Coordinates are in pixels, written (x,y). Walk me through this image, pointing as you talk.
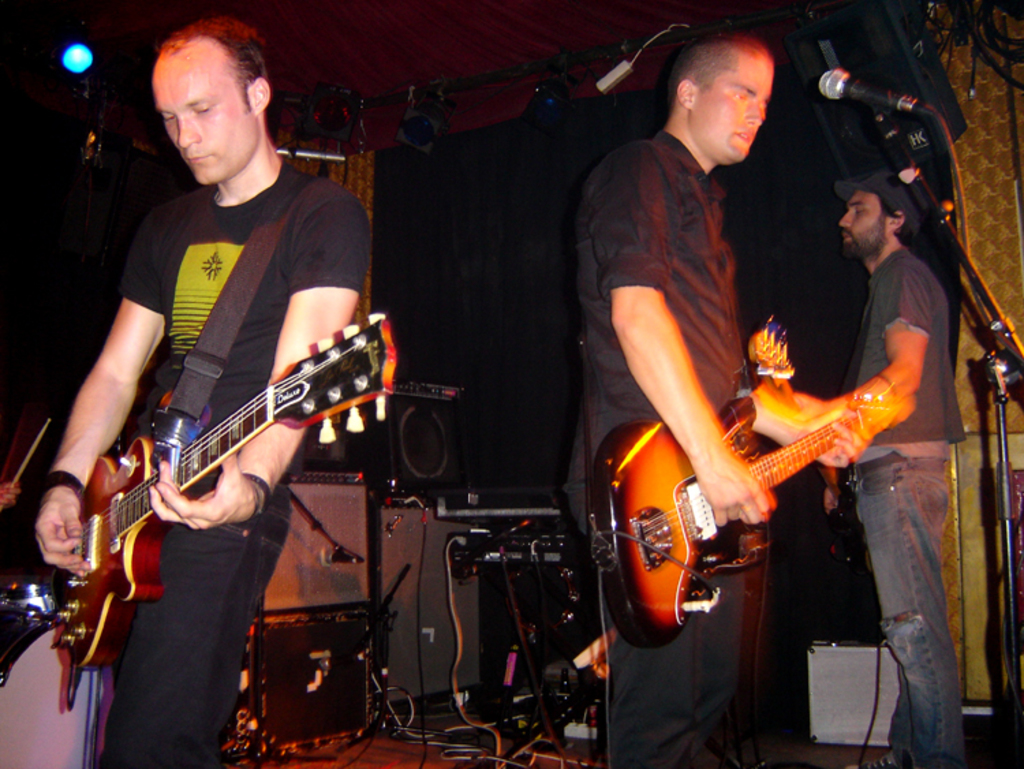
In the image there are three people (709,500) who are standing and playing their musical instruments (772,345). In middle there is a man (737,349) who is standing and holding his guitar (764,467) and playing it in front of a microphone (894,103), on left side (338,202) there is another man (329,242) playing his guitar (212,447). In background (472,527) there is a key board (469,512) and some other musical instruments (515,553), speakers (432,453), curtains (483,313) are in black color. At bottom (459,717) there are some wires (457,694) and on top (553,100) there are few lights (540,100).
